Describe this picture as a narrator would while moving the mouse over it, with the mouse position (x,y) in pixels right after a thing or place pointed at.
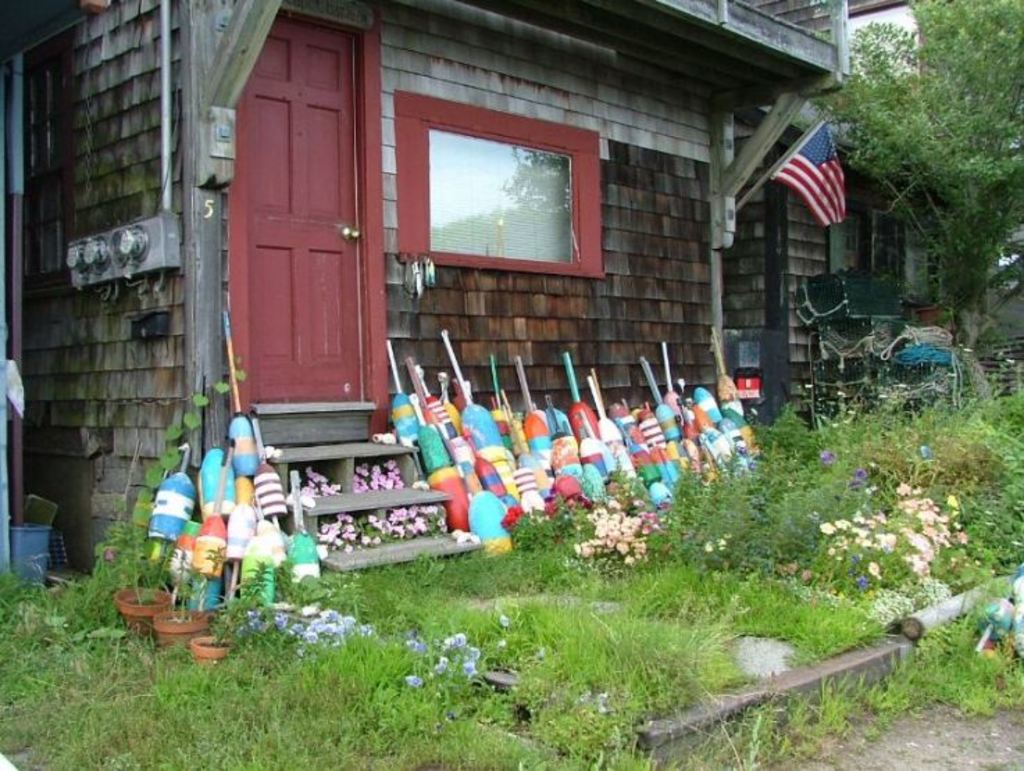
In this image I can see buildings (359,87), plants (970,438), flowers (917,568), flower pots (165,616), flag (816,138), trees (899,120), door (287,79), windows (468,225) and objects (143,244).
